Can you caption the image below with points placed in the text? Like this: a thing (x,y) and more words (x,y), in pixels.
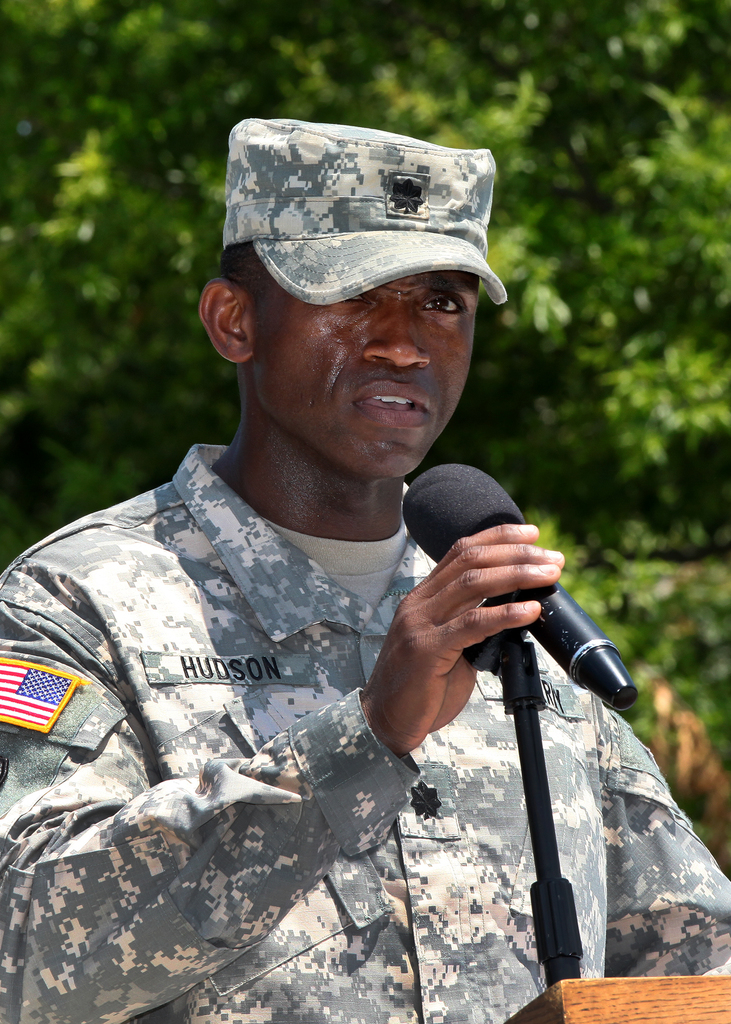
In this image the man (275,538) is standing and holding a mic (474,496). At the back side (587,297) there are trees (568,295).
